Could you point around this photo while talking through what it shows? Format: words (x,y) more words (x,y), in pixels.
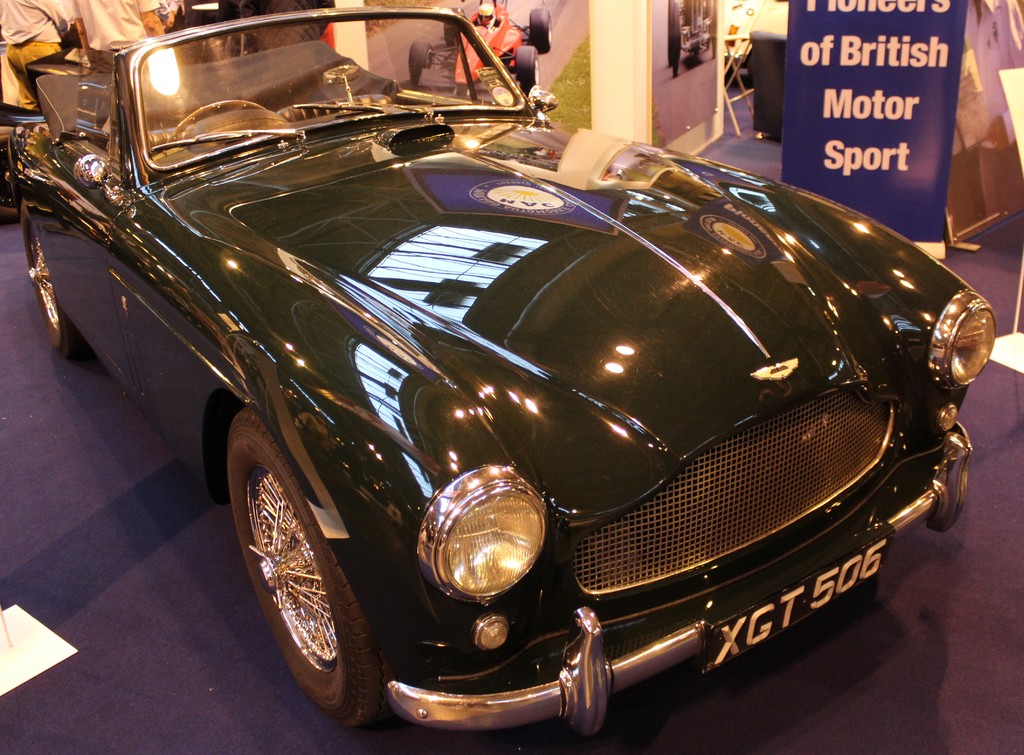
In this picture I can see a vehicle (281,197), there are banners (813,122), posters (671,70) and some other objects (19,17).
